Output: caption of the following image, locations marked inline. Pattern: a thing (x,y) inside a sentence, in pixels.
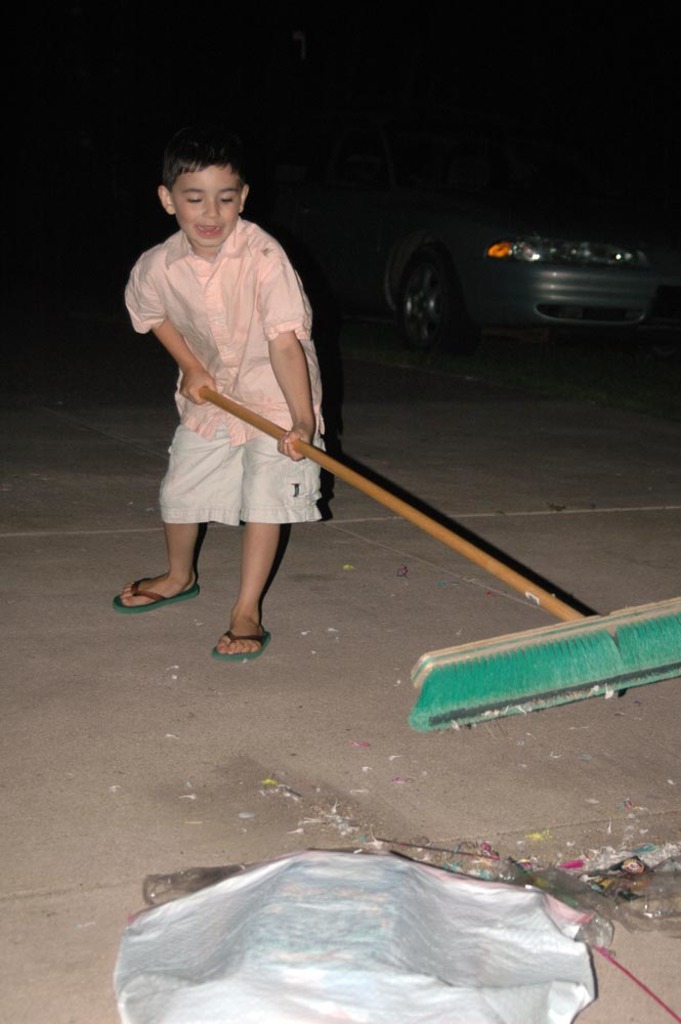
There is a boy (182,374) standing and holding a broom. We can see cloth (503,920) and trash (567,883) on the surface (645,947). In the background (587,88) it is dark and we can see car (450,151).
